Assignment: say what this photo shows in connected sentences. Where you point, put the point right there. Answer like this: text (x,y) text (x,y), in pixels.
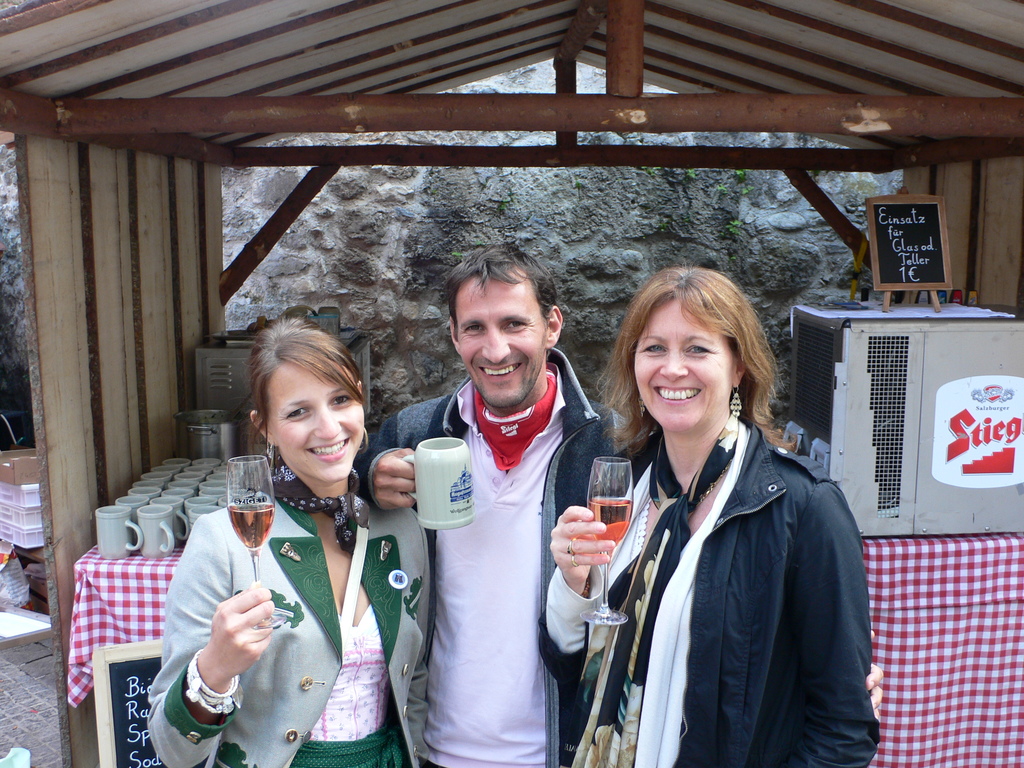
In this picture we can observe three members (665,496). Two of them are women (247,599) holding wine glasses (262,489) in their hands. All of them are smiling. We can observe a man (478,567) holding a cup (437,486) in his hand (399,475). In the background (144,118) we can observe wooden shed (422,55) and a wall (501,239). There are some cups (138,497) placed on the table (129,640) in this shed (123,302).
